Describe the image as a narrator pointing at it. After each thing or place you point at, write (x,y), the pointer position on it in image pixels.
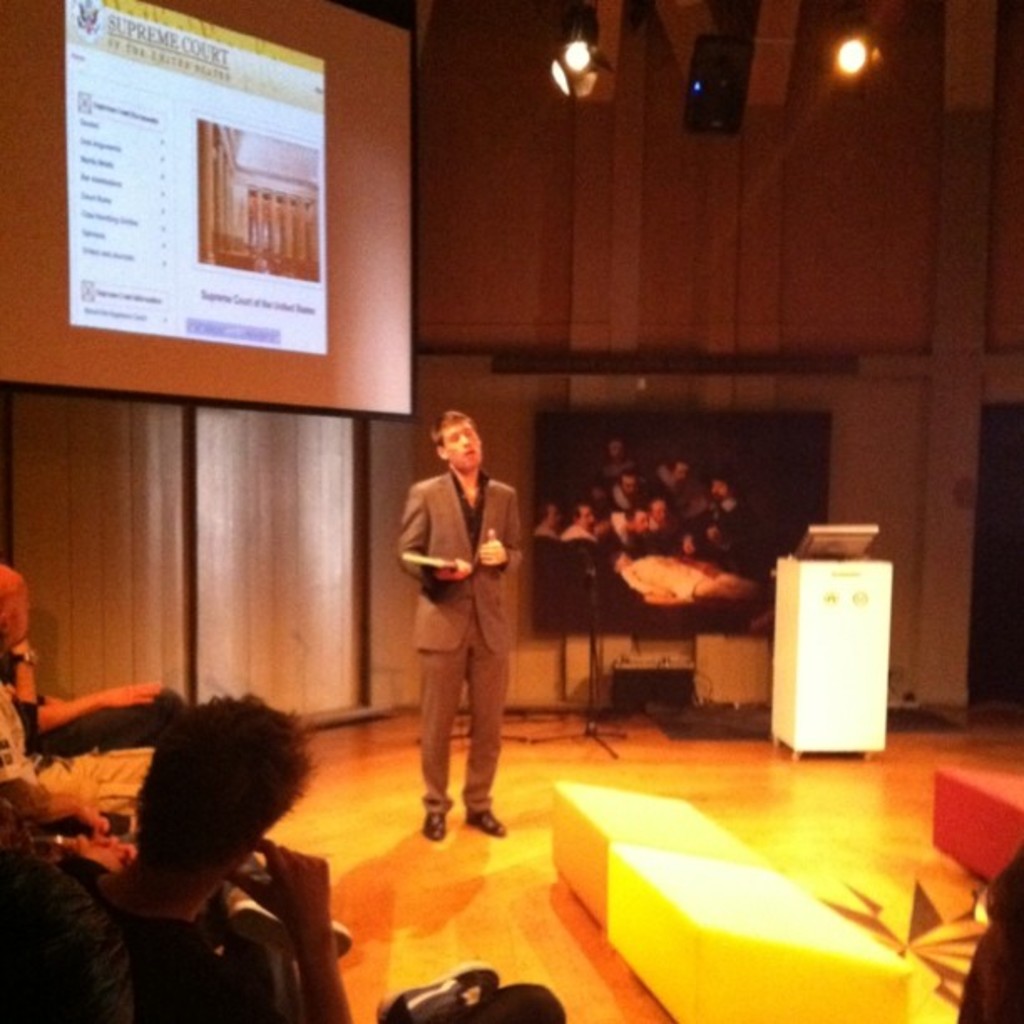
In this image I can see there is a person (467,565) standing on the floor (581,744) and holding an object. And in front of him it looks like an object (683,909). And there are persons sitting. And at the back (837,655) there is a podium (818,624), stand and screen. And there is a photo frame (724,560). And there is a wall (700,174). And at the top (733,55) there are lights (859,65) and speaker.
